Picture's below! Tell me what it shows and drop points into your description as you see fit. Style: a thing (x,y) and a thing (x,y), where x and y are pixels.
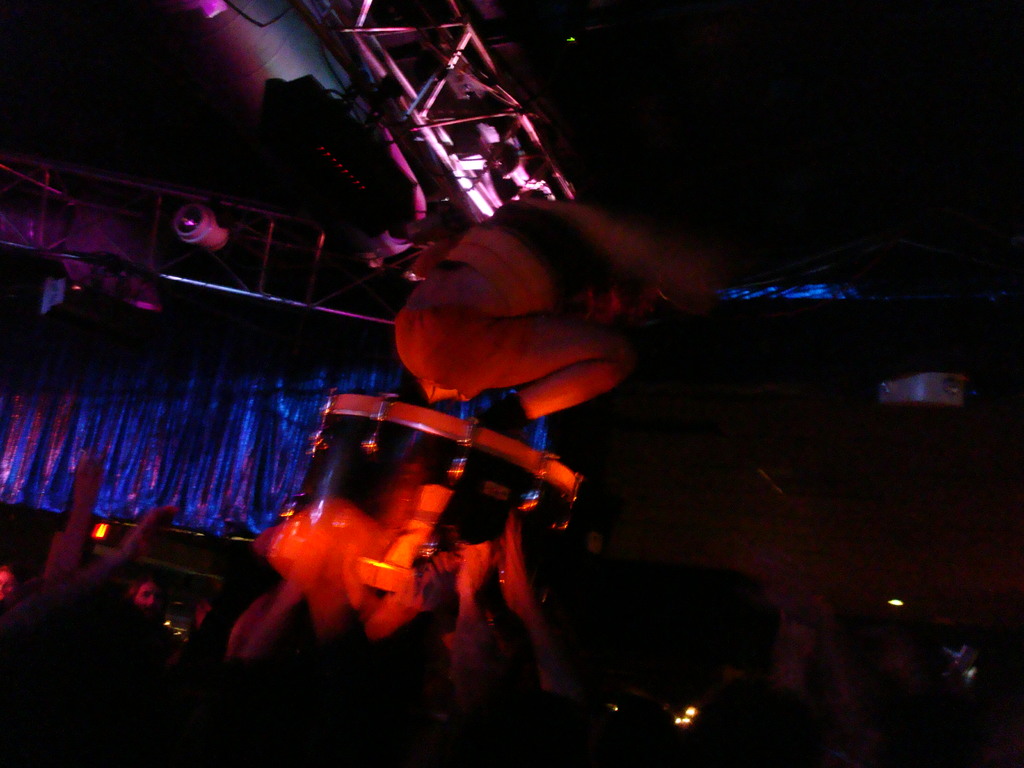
In this image I can see a drum (449,481) in the centre (408,472) and on it I can see one person (516,303) is sitting. In the background (447,124) I can see number of poles (487,138) and a blue curtain (202,399). On the bottom side of the image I can see few lights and on the right side of the image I can see a white colour thing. I can also see few people (207,616) on the bottom left side of the image (127,612). I can also see this image is little bit in dark.
